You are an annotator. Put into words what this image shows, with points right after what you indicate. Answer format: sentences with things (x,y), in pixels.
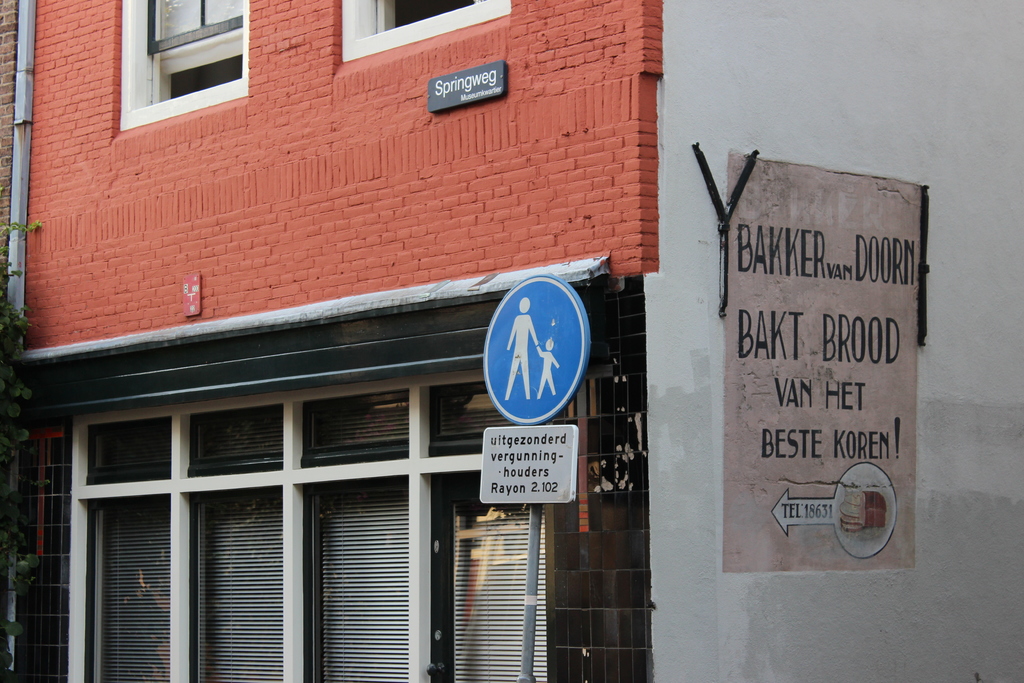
In this image I can see a building (450,369), board (522,391) and windows (207,51). This image is taken may be during a day.
